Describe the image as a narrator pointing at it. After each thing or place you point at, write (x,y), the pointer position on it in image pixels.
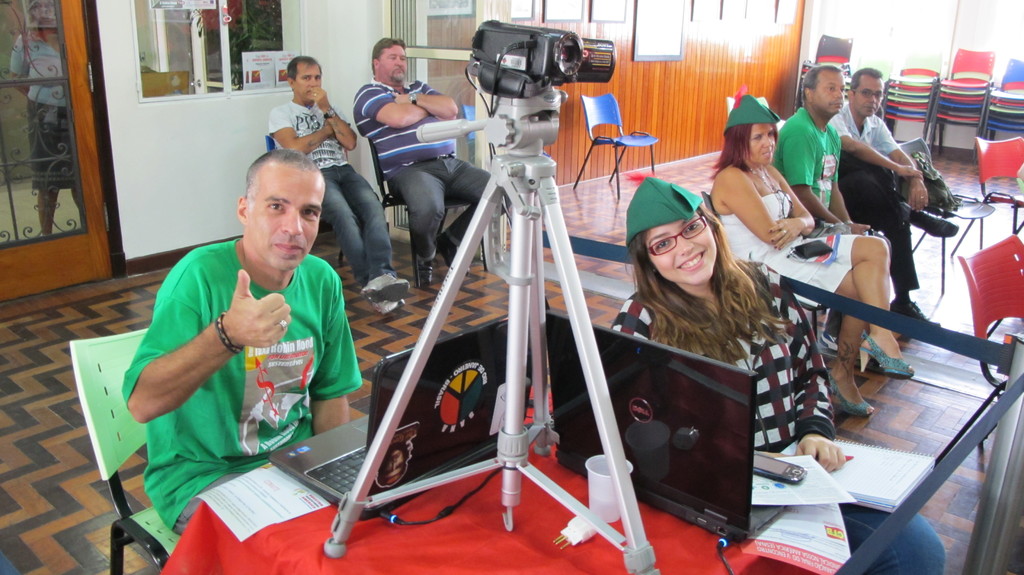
in the given image i can see a group of people (927,556) sitting and i can see green color t shirt person (235,275) who is sitting on a light green color chair (131,416) and also i can see a laptop (489,350) and also i can see a camera (526,56) which includes camera stand (589,376) after that i can see a lady (811,375) smiling and wearing specs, and holding books (886,466) and next i can see a mobile (784,467) and i can see three people (825,151) in a row towards right (880,111), i can see few chairs (965,81) which is kept towards right (826,53).
